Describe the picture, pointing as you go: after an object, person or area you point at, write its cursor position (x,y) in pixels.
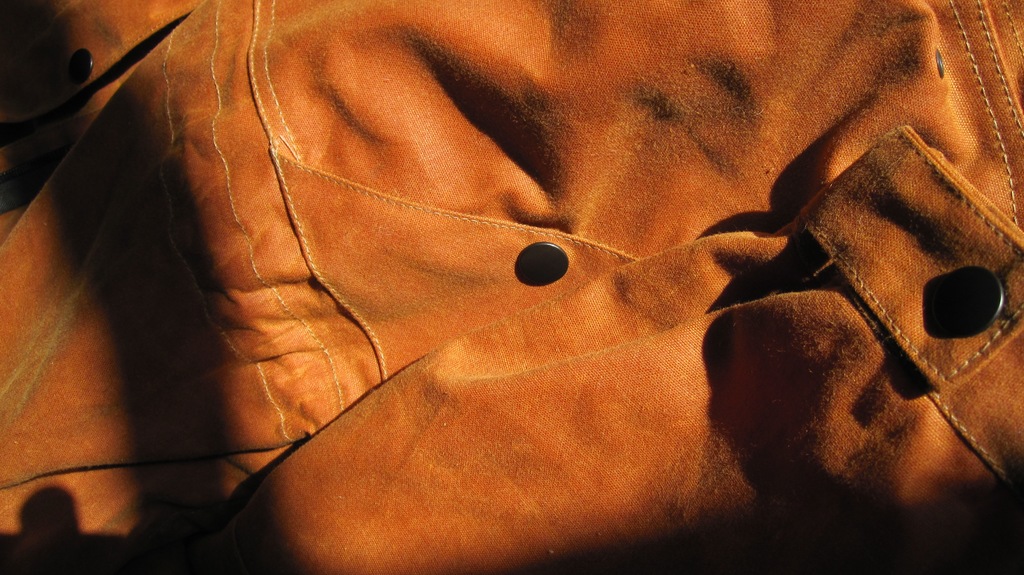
In this image, we can see a cloth (472,406) and buttons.
